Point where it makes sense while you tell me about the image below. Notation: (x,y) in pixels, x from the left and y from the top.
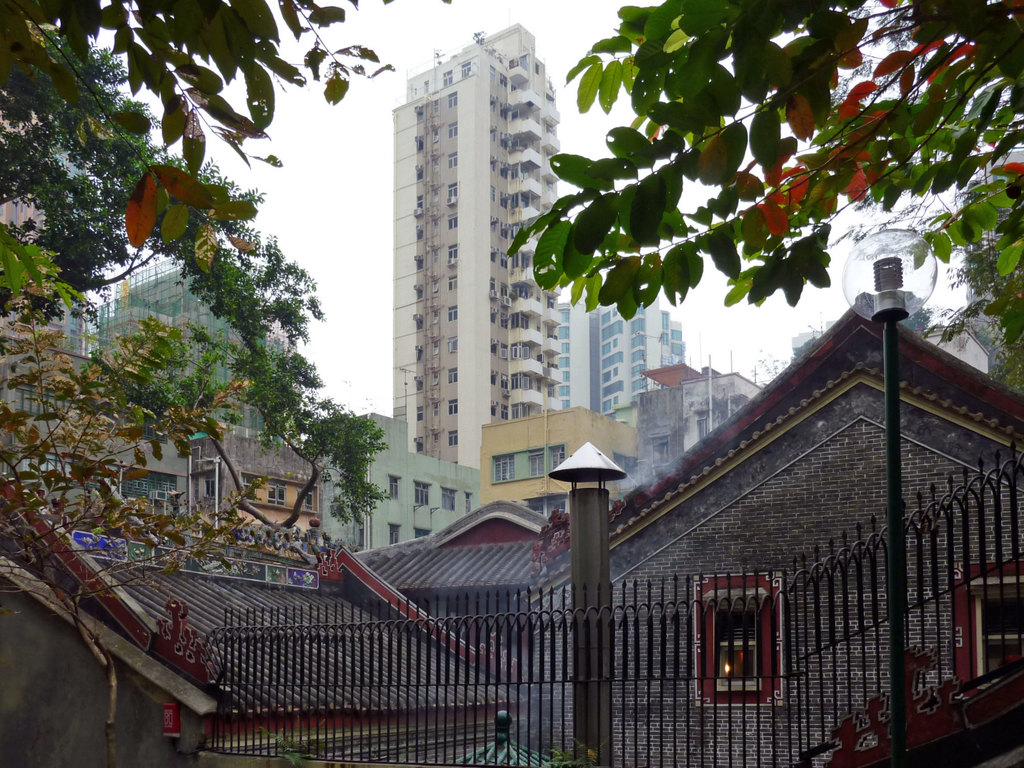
In the image we can see there are many buildings (398,462) and these are the windows (284,497) of the buildings (435,510). Here we can see the fence (542,693), the light pole (890,519), trees (736,286) and the sky (367,236).
